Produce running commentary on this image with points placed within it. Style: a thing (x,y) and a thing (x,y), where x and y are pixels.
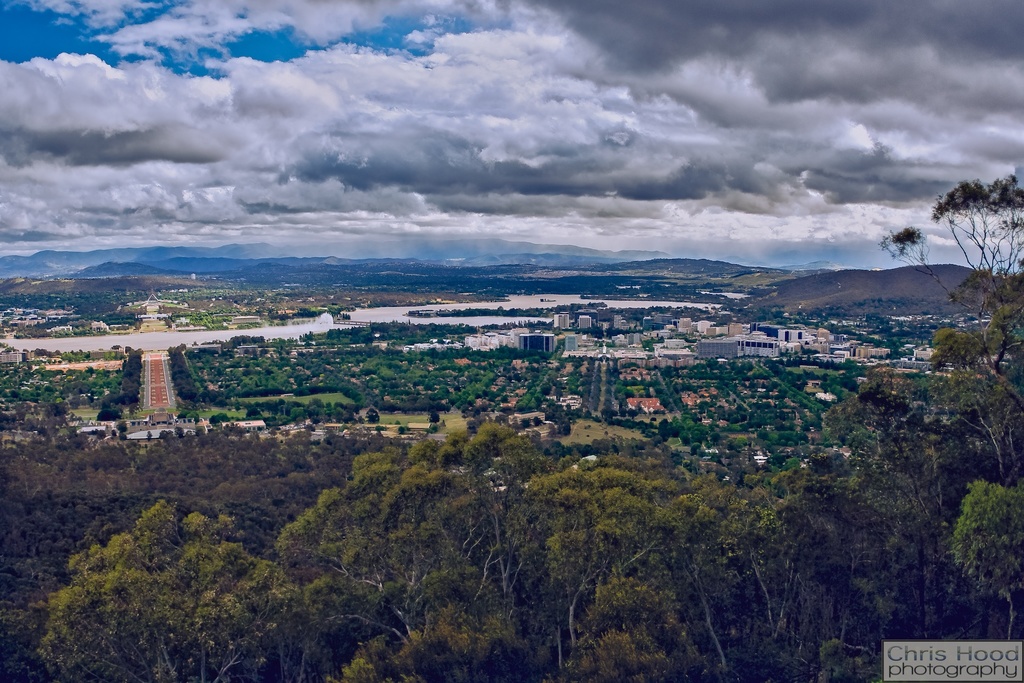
In this image, in the middle (541,375) there are buildings (616,319), trees (456,441), grass (327,399), hills (801,278), text (939,660). At the top (424,112) there are clouds (439,124), sky (437,174).
